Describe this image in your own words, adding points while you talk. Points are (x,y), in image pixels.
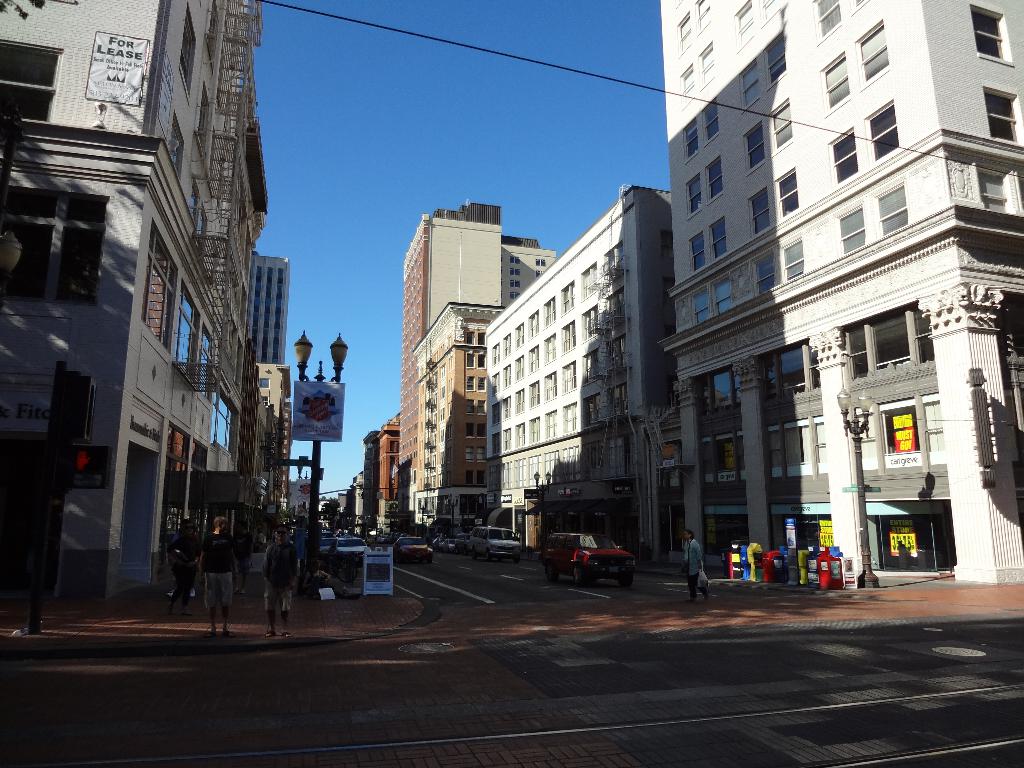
In this image few vehicles (597,574) are on the road (521,624). Person (692,569) holding a bag (698,583) is walking on the road (659,608). Few persons (214,584) are standing on the pavement (192,617) having street lights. Left side (61,425) there is a pole (64,456) having a traffic light (74,407) attached to it. Background there are few buildings (705,538). Top of the image (316,235) there is sky (458,113).
